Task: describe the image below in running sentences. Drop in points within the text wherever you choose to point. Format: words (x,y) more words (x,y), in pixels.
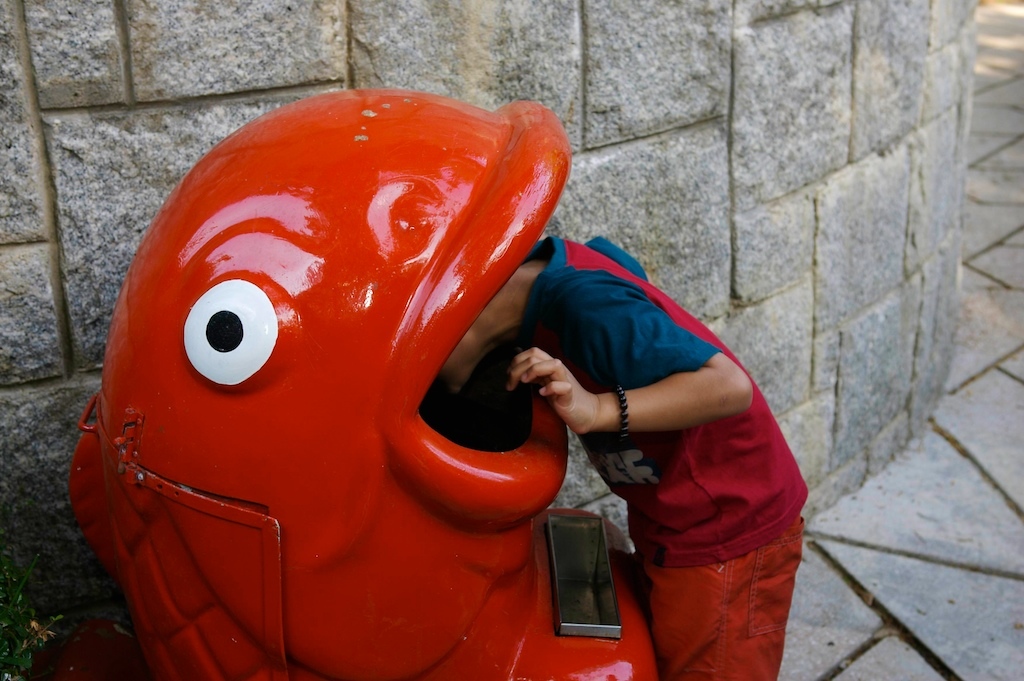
In this image we can see a red dustbin (461,398) and a person (623,440) seeing it and in the background (182,28) we can see a stone wall (230,90).
